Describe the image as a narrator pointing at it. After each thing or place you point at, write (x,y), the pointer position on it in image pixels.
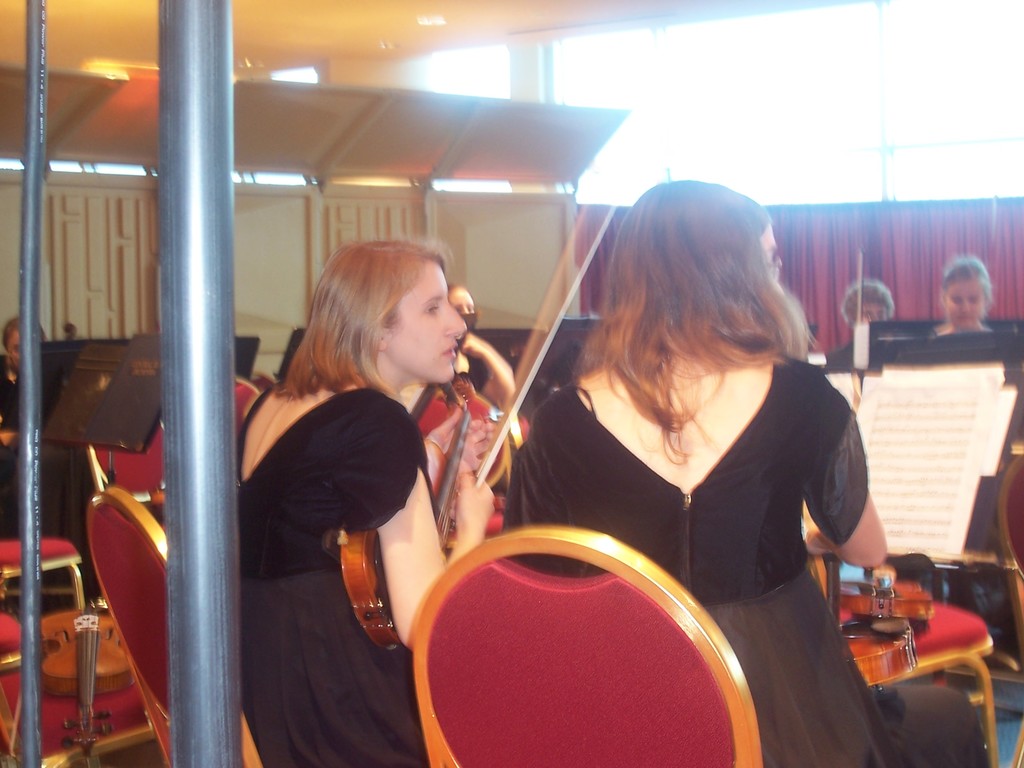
In this image we can see a few people (357,454) sitting on the chairs (503,471), among them, some are holding the musical instruments (449,461), there are stands (125,429), on the stand (123,388), we can see a book (123,401), also we can see the poles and a curtain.
